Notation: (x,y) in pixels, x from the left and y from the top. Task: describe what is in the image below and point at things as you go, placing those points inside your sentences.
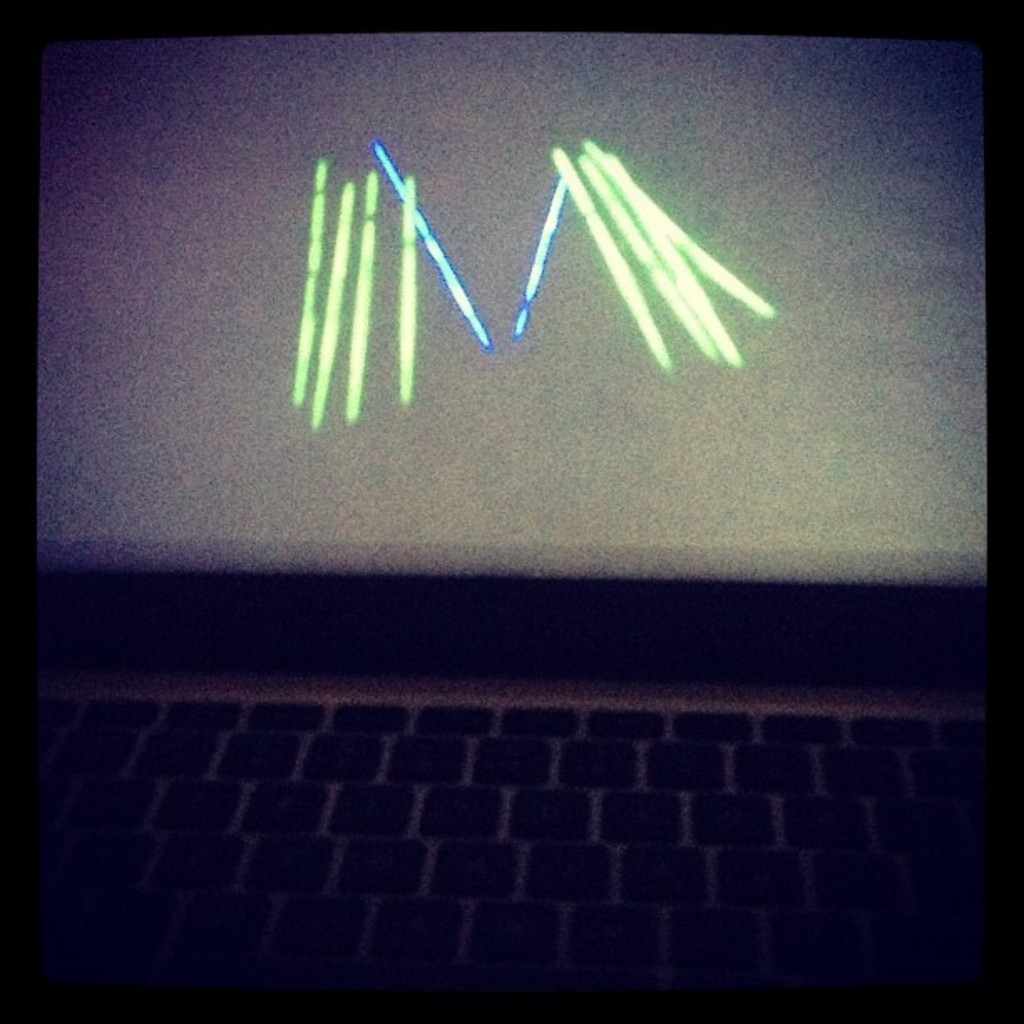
In the picture we can see a laptop (692,912) opened, on the screen (169,319) of the laptop (932,875) we can see some green colored lines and two blue colored lines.
